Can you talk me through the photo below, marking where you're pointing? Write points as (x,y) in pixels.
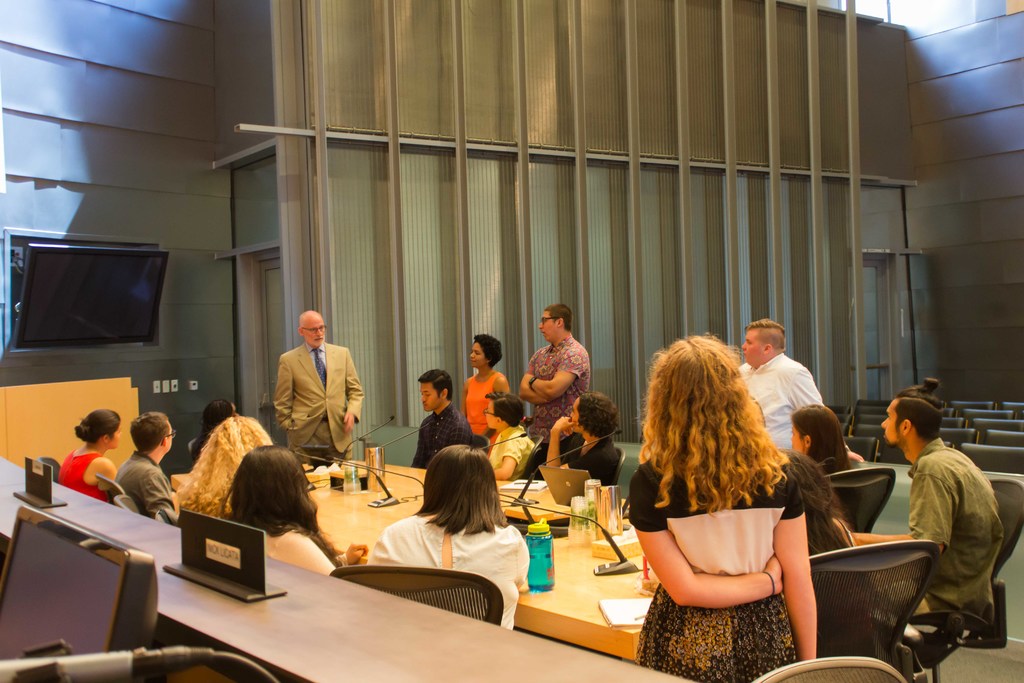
Here we can see group of people (489,358) are sitting, and some are standing, and here is the table (367,496) and some objects (606,517) on it, and here is the television (119,328), and here are the chairs (986,417).
